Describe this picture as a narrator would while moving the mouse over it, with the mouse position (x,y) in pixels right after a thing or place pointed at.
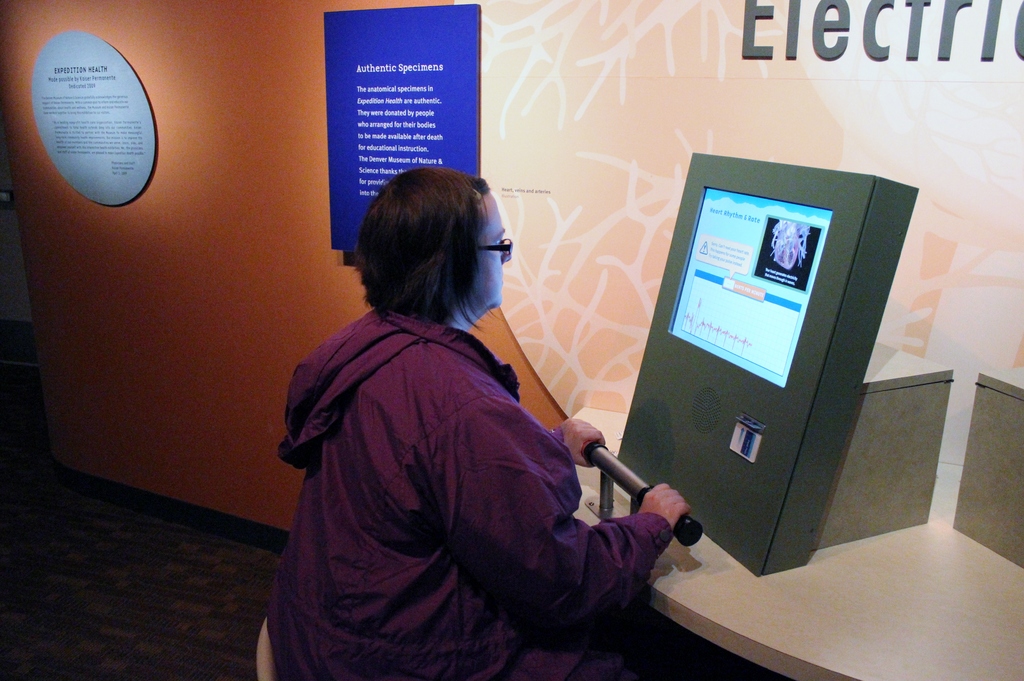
In this image we can see a person (398,502) sitting on the chair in front of the display screen (733,341). In the background (400,151) there are information boards (390,159) to the wall (306,99).
